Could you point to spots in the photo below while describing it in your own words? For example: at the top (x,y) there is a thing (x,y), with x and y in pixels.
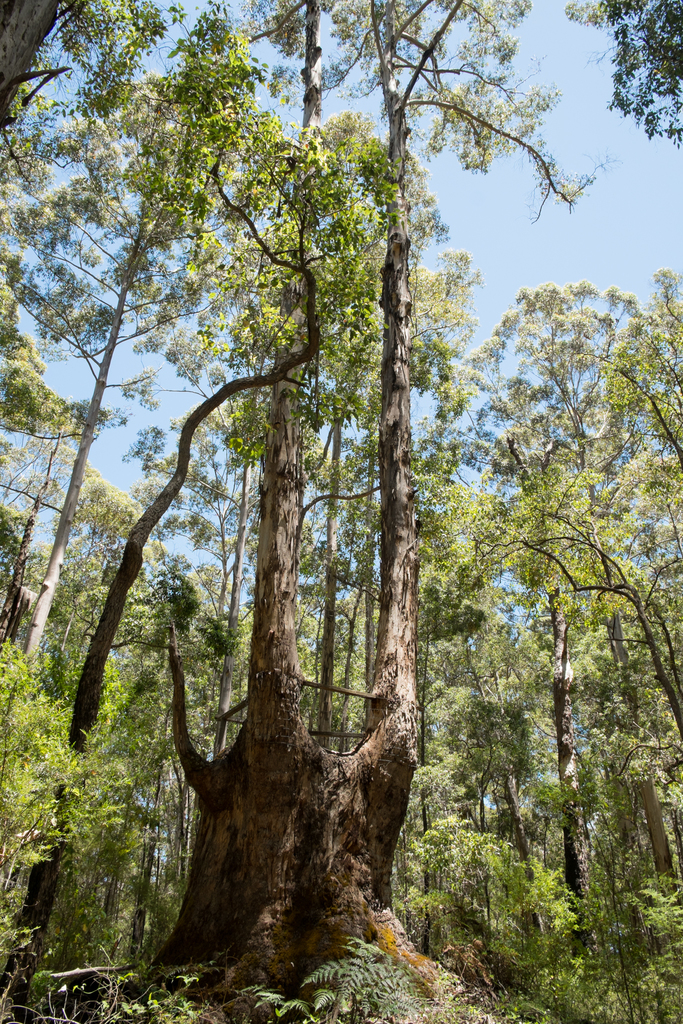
In this image we can see few trees (385,471) on the ground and sky (534,246) on the top (534,246).
